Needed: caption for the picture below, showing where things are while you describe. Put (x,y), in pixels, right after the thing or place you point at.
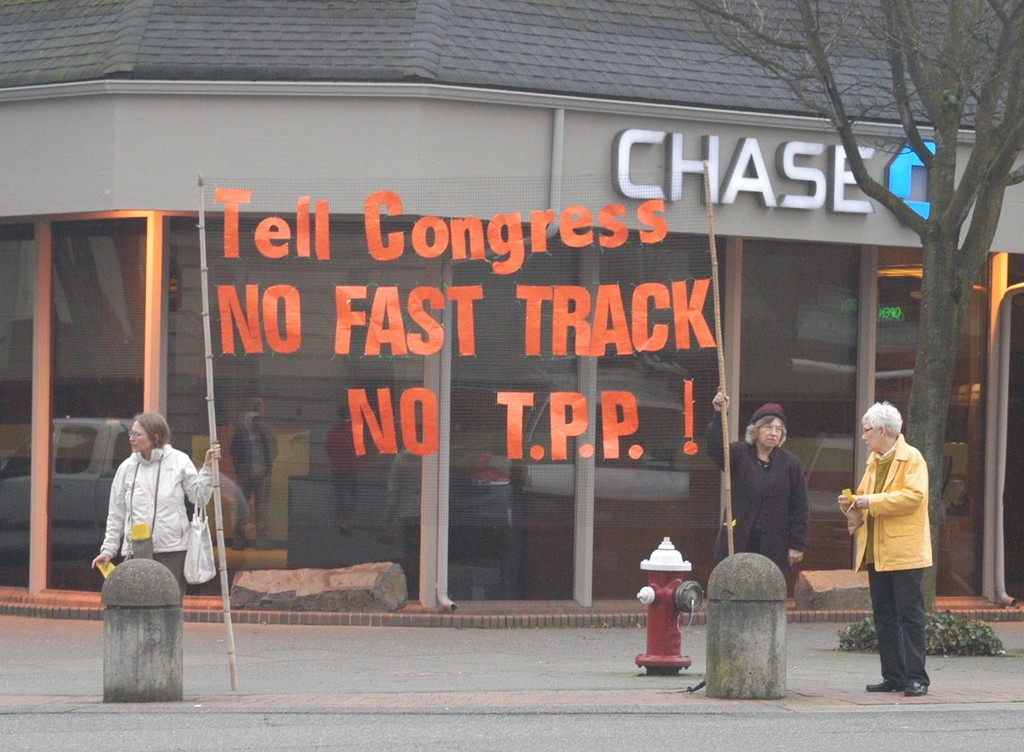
In this image we can see there are three people (100,558) standing on the road (241,650), two (178,575) holding a banner (248,339). In the middle of the image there is a fire hydrant (666,601). On the right side (927,275) there is a tree (931,226), back of them there is a bank (801,166).
